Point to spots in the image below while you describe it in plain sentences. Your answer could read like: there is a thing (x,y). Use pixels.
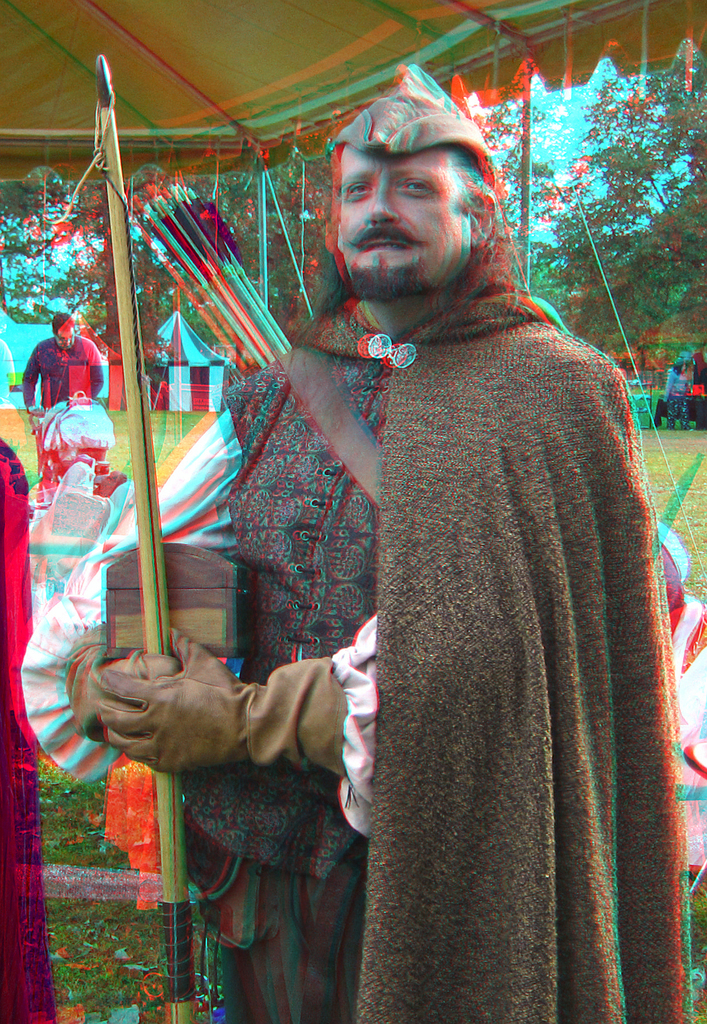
In this image I can see the blurry picture in which I can see a person (431,671) standing and holding an object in his hand (207,709). In the background (18,322) I can see few persons (75,368), few tents (109,361), few trees (594,320) and the sky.
